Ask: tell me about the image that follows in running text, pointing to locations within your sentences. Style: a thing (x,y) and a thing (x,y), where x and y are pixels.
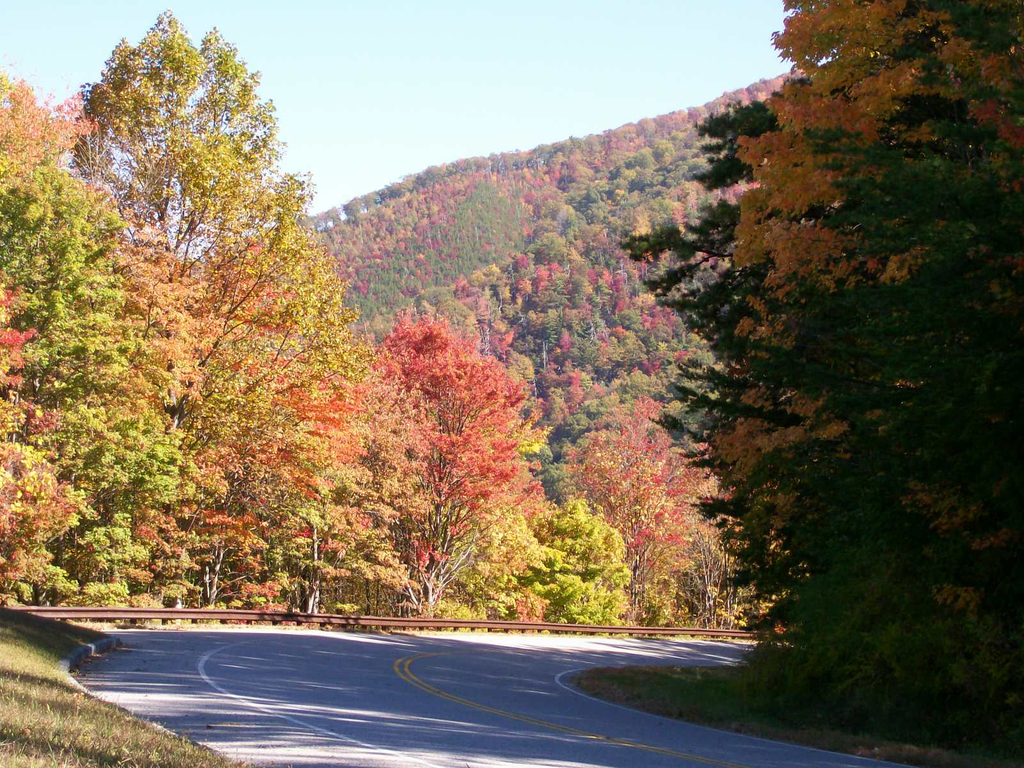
In the foreground of this image (645,727), there is a road (465,738) and on either side, there are trees (444,431). In the background (569,224), there are trees (460,272) and the sky (370,91).
